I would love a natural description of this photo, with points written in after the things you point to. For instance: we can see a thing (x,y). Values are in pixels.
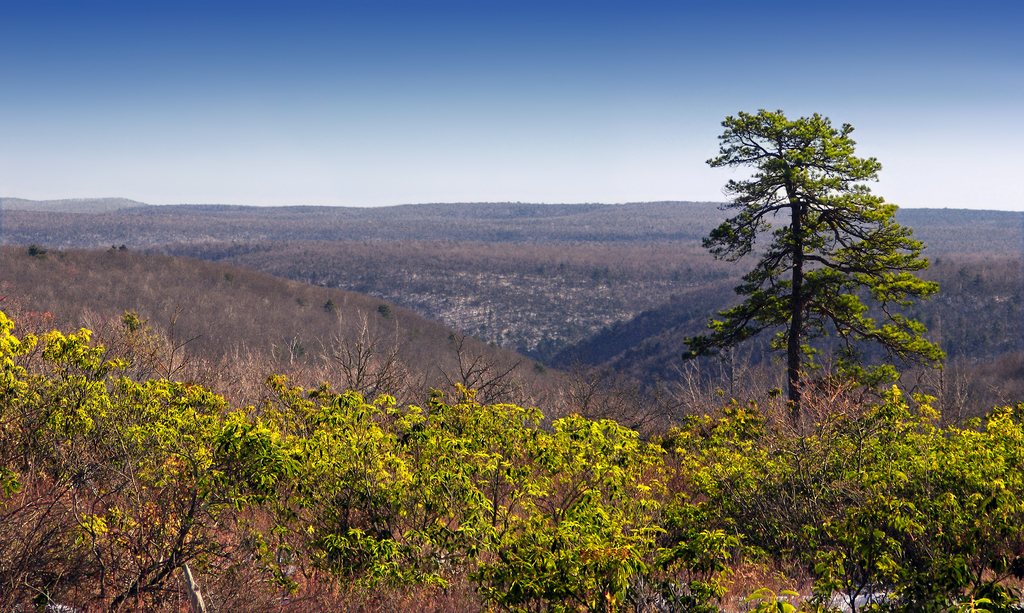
In this image we can see there are some trees (502,455), mountains (464,252) and sky (435,125).
